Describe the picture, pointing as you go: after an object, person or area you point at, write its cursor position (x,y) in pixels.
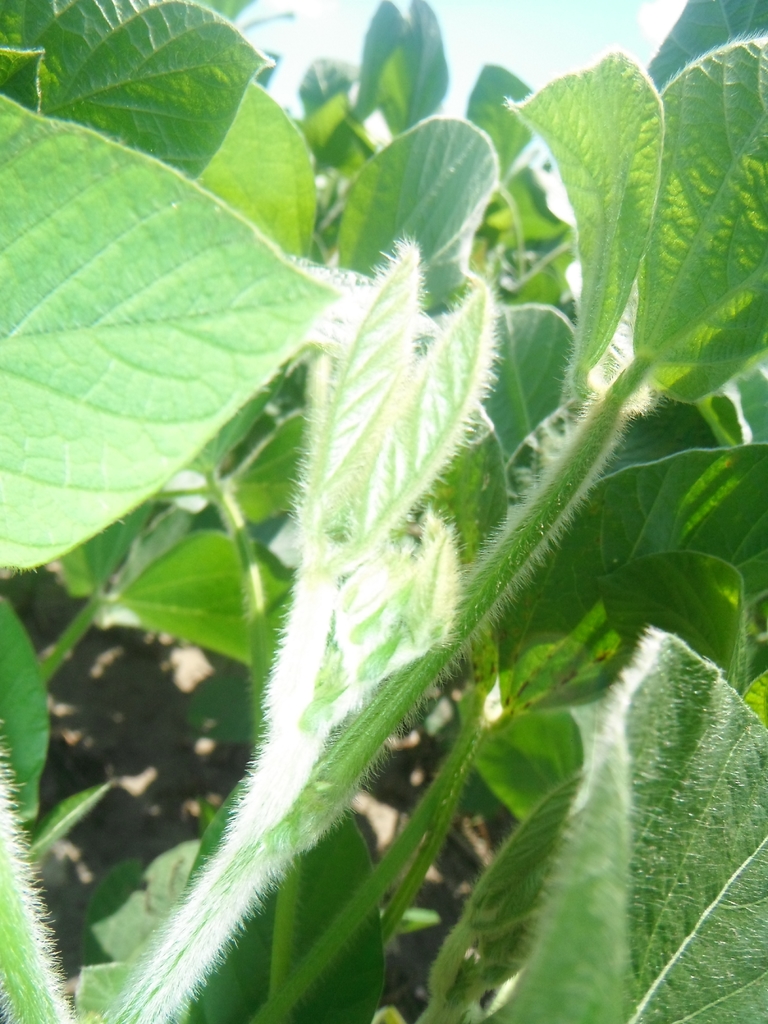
This image is taken outdoors. In this image there are few plants (208,400) with green leaves (196,423) and stems (226,907) on the ground (149,778). At the top of the image (538,38) there is the sky (517,35) with clouds (328,21).
